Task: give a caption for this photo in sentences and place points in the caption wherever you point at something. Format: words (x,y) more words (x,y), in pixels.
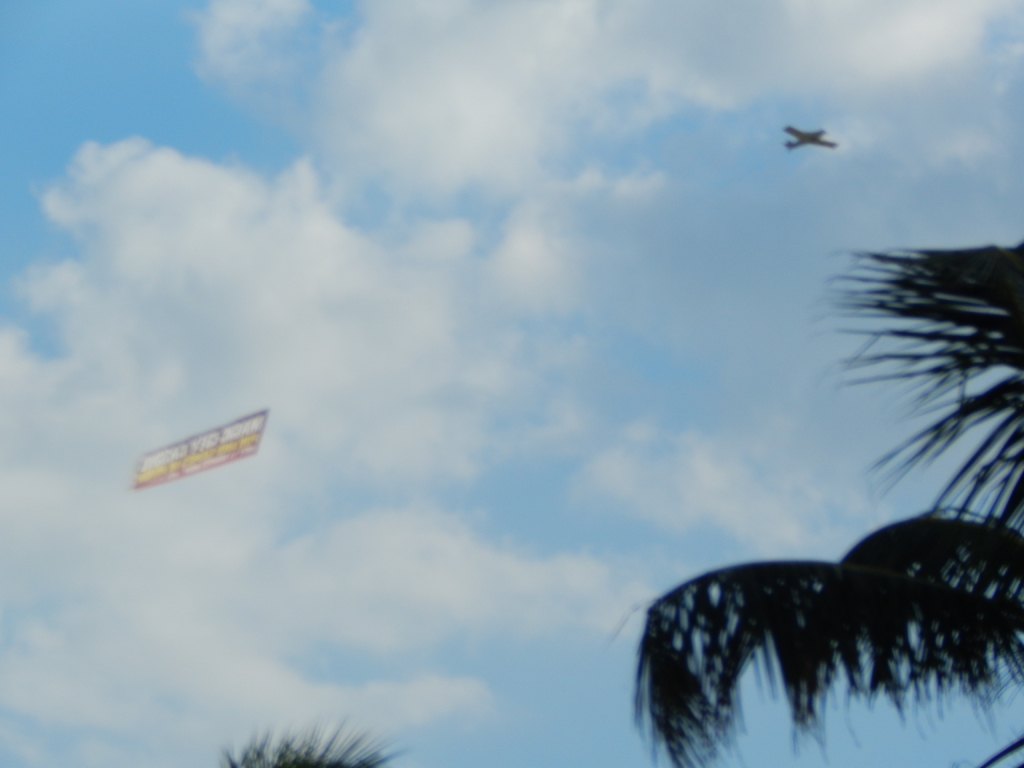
In this image we can see there are trees (879,591), aircraft (815,133) and banner (226,452) in the sky (516,455).
